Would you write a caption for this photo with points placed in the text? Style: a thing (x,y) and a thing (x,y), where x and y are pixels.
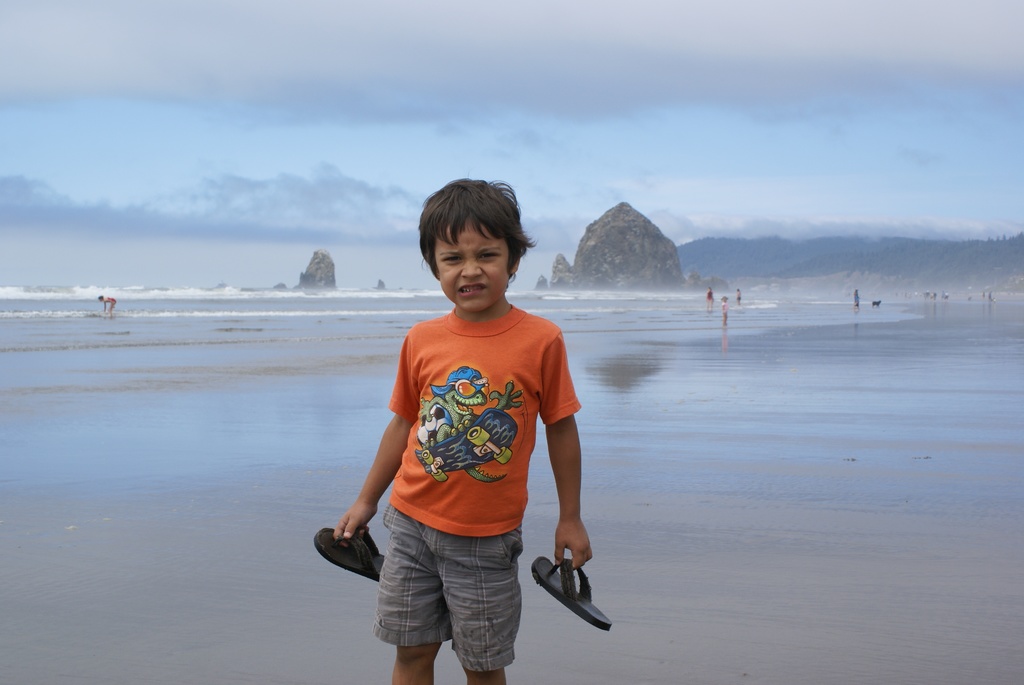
In this image we can see a boy (523,361) wearing an orange t shirt (464,489) is holding the slippers (357,567) in his hand (567,545). In the background (256,367), we can see water (519,303), mountains (607,266) and the cloudy sky (632,151).
